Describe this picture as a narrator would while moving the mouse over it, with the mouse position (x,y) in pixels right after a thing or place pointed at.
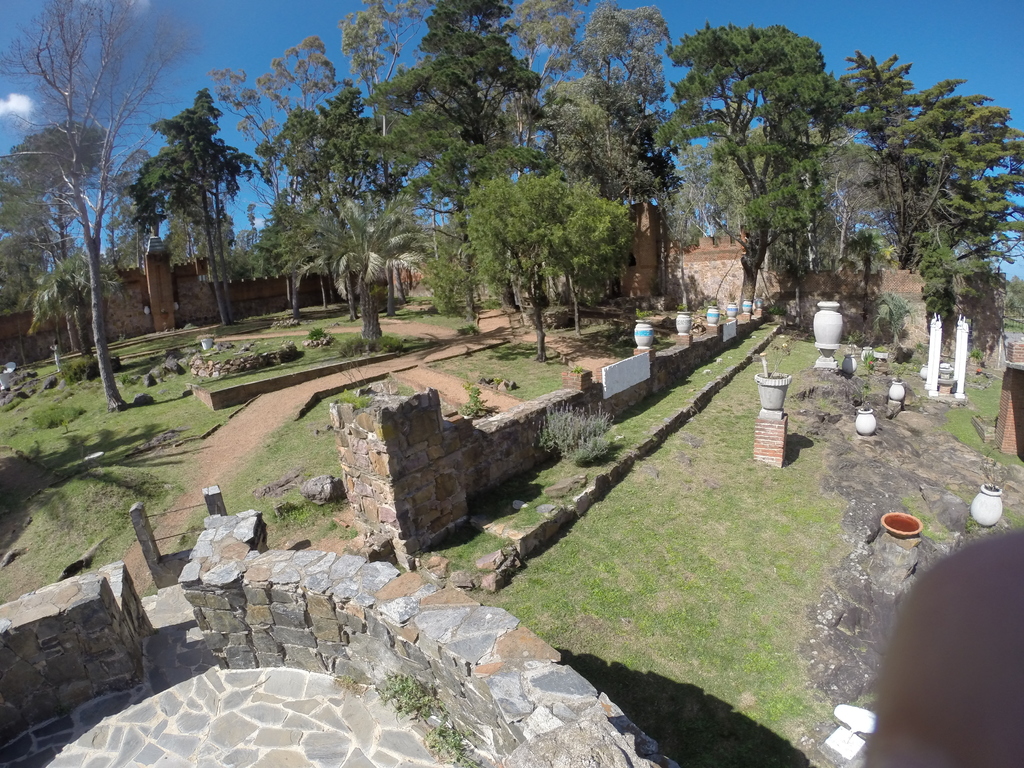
In this image, we can see grass (656,458), plants (554,442), stone walls (346,623), pots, pillars (934,356), walkways (427,326) and trees (919,117). Background (904,35) we can see walls (712,266) and sky (722,18).
